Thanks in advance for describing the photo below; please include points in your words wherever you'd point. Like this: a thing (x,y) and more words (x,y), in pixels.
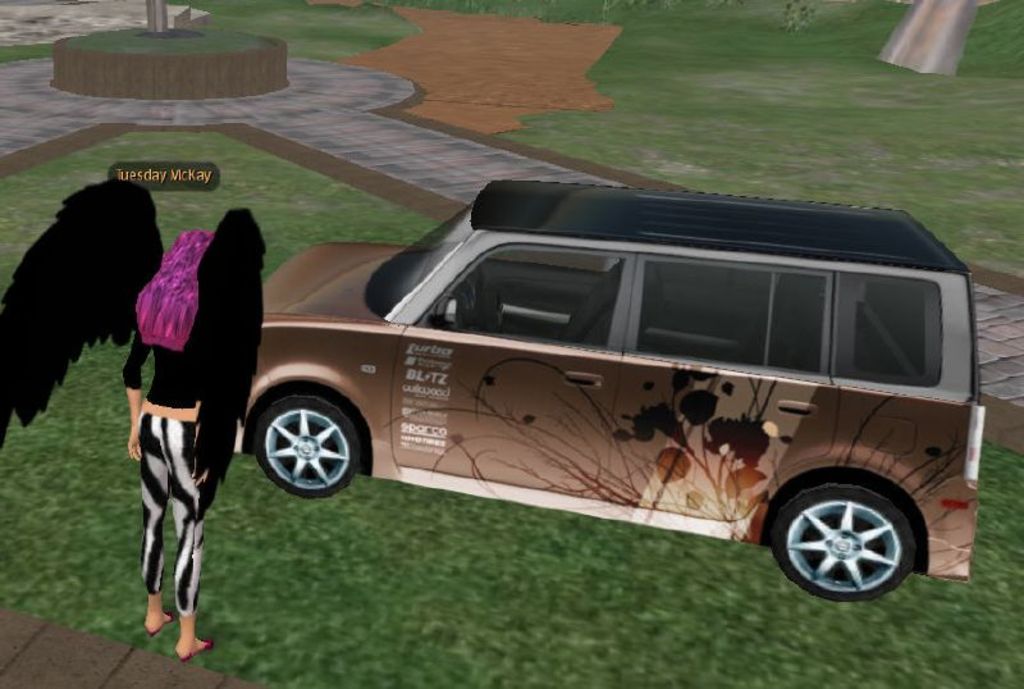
This is an animated picture. There is a vehicle (573,432) on the grassland (408,569). Left side (175,299) there is a woman (187,565) standing on the grassland (304,588). She is having wings (91,273). Left top there is a pole (162,25) on the path (348,119).
